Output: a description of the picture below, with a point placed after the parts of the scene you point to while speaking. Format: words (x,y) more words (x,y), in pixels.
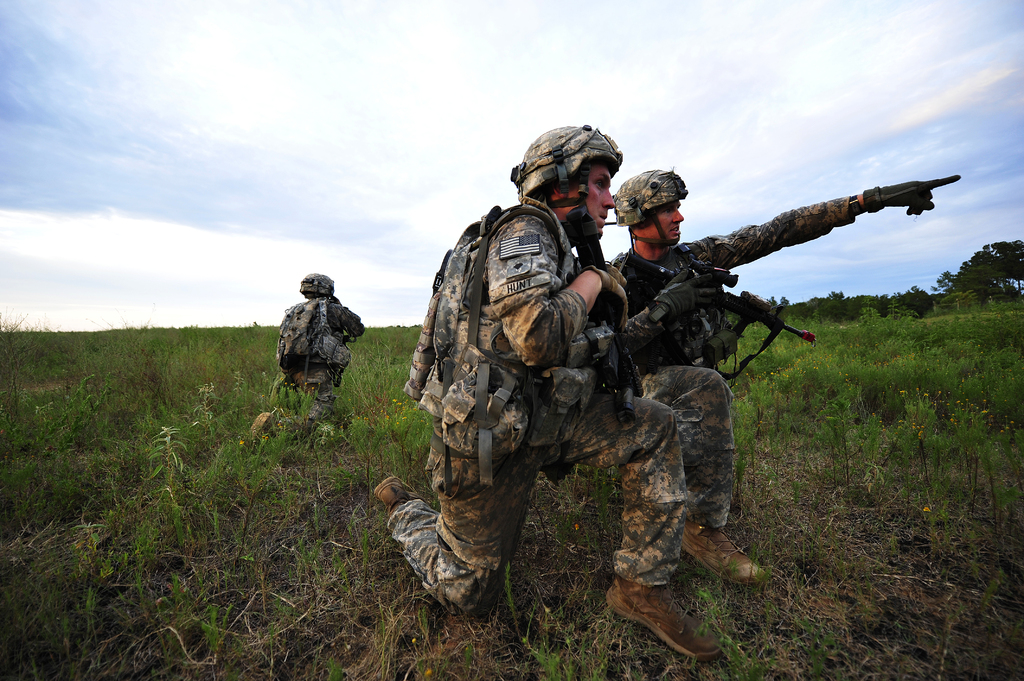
In the picture we can see two army people (717,551) are sitting on the knees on the grass surface (207,526), holding the guns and behind them, we can see another army man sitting on the knee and in the background (443,42) we can see some trees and the sky (475,19) with clouds (817,179).
